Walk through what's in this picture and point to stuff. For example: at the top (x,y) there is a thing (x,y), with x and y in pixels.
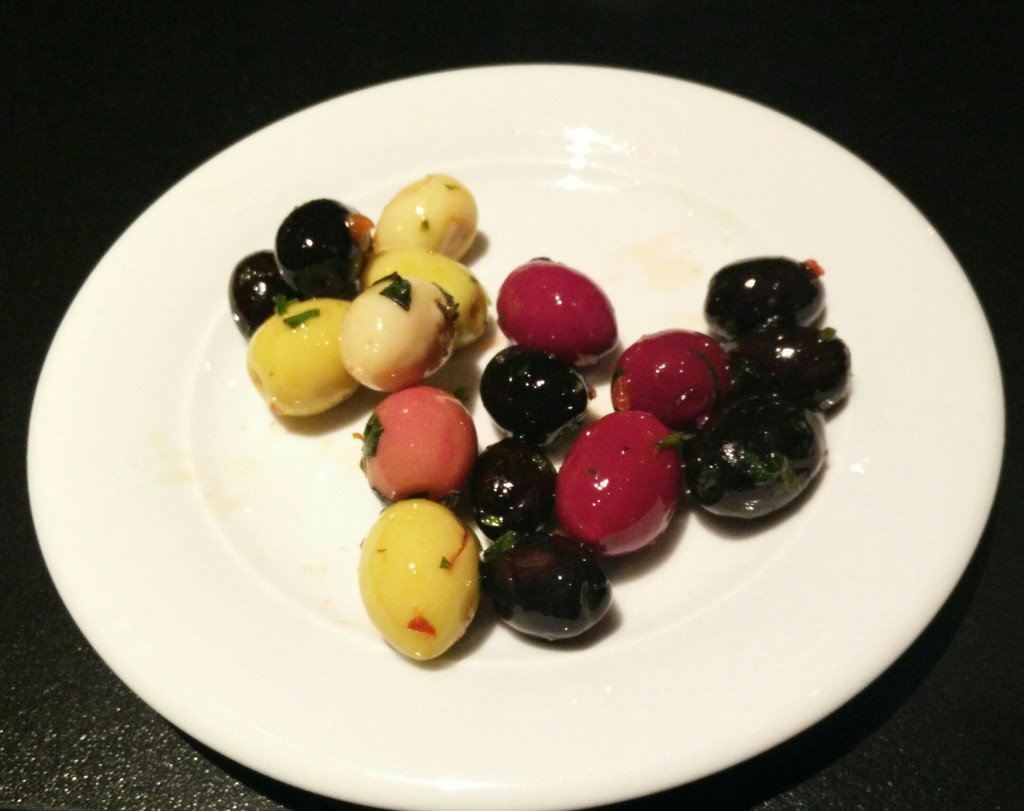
In this image I can see the fruits (300,382) in different color. They are on the white color plate (910,427). Background (930,130) is in black color.
